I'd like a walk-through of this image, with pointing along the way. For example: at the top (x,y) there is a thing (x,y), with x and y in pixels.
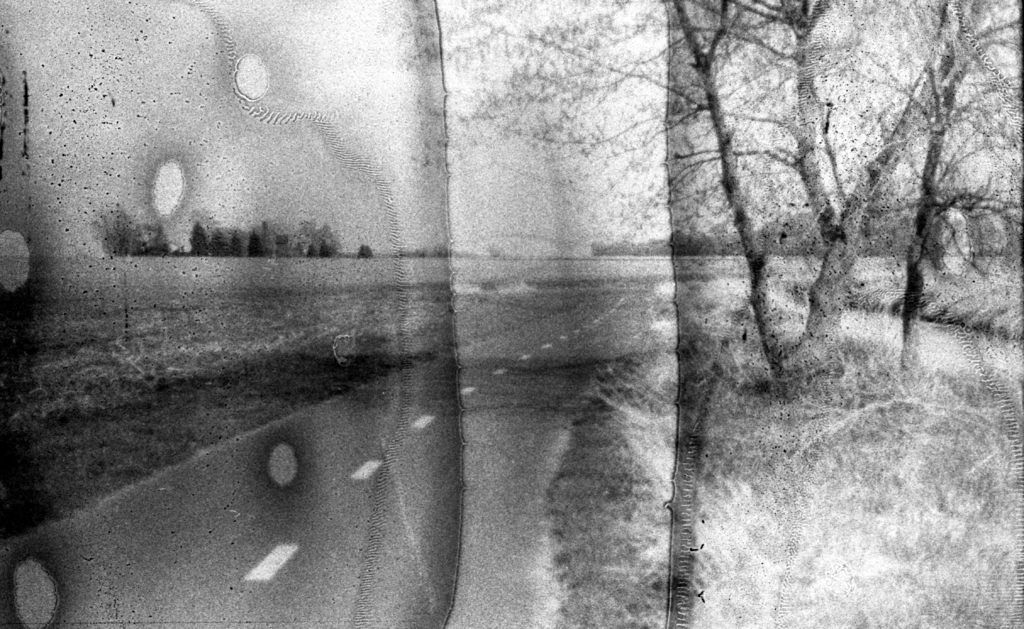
This is an edited picture. In this image there are trees (935,212). At the top (523,91) there is sky (590,56). At the bottom (490,495) there is a road (360,622) and there is grass (615,573).
